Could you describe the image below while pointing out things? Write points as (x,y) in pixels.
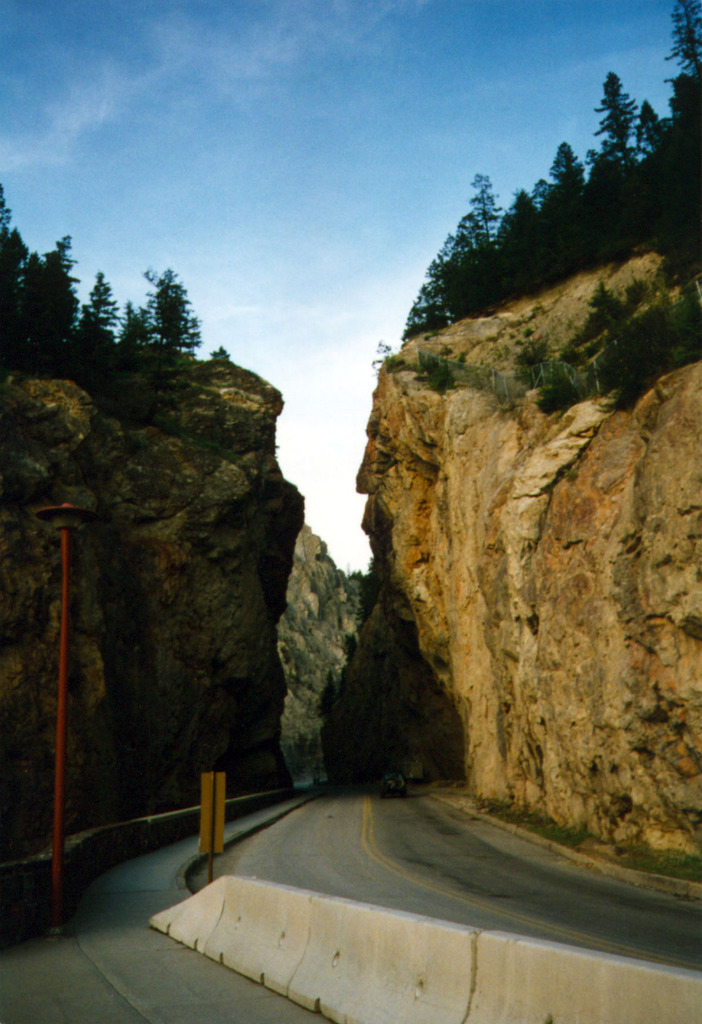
There is a divider (341,957), the road (533,932) and a pole (61,789) is present at the bottom of this image (347,886). We can see trees (36,345) on the mountains (105,433) which in the background (483,627). The sky (301,279) is at the top of this image (276,218).
